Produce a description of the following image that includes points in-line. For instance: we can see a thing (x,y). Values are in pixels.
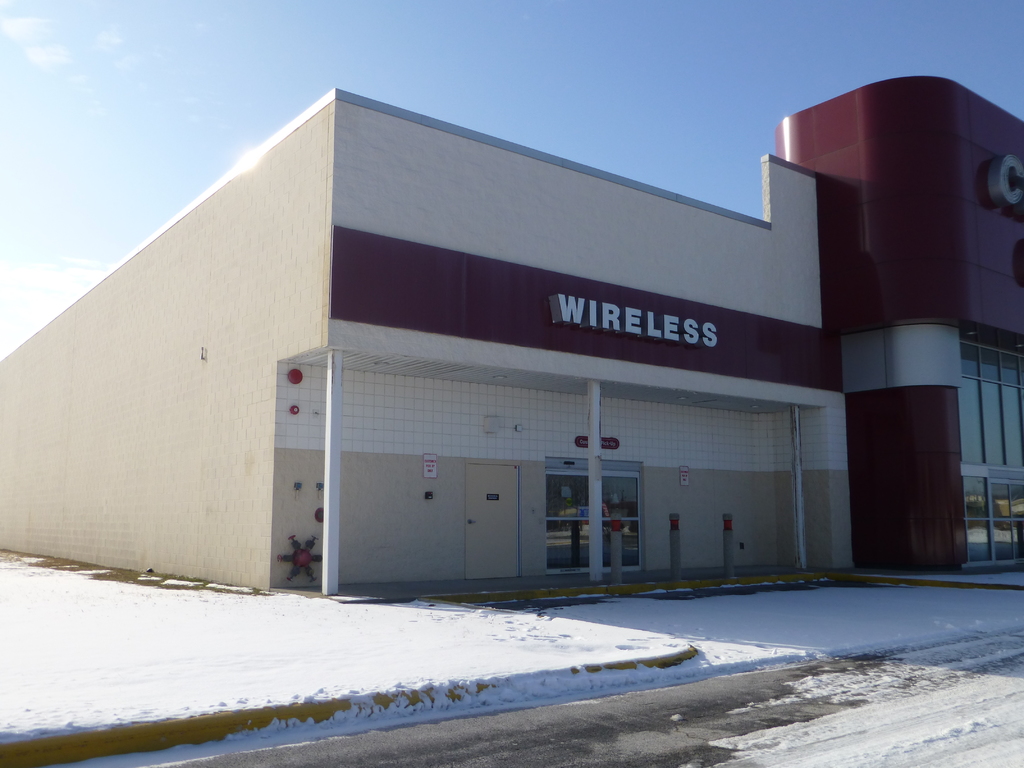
In this picture we can see a building (555,369), at the bottom (363,687) there is snow (367,683), we can see a door (580,520) and glass (565,540) in the middle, we can also see pillars (334,501), there is the sky (571,85) at the top of the picture (571,85).
